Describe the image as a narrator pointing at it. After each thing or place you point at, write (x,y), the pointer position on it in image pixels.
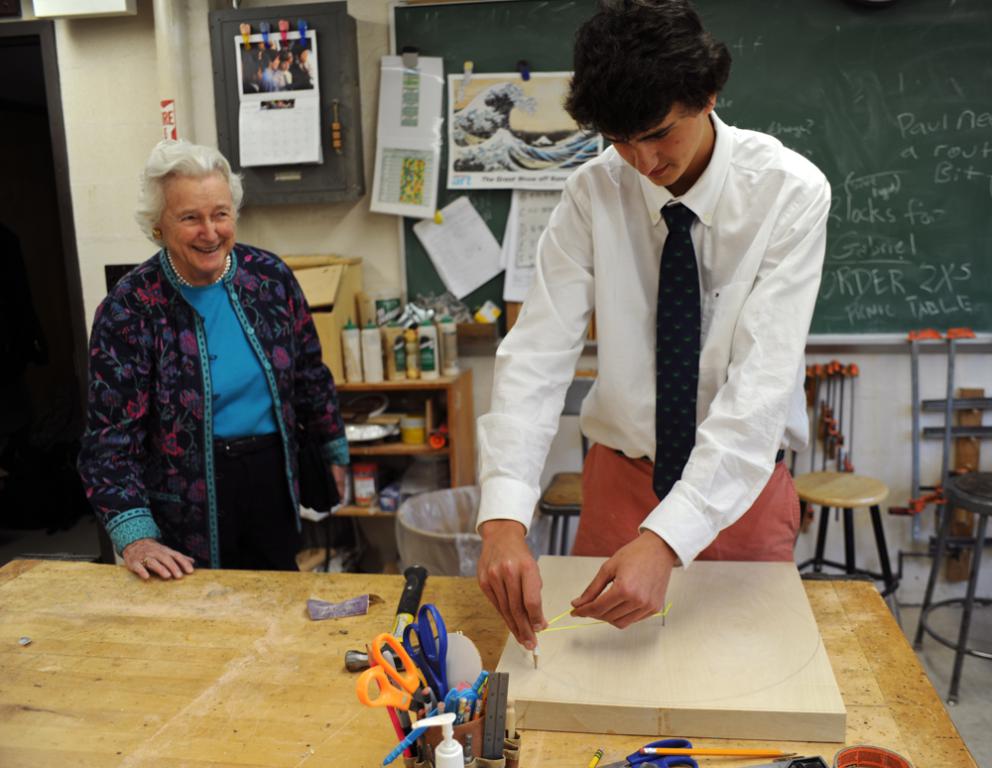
In this picture these two persons (708,390) standing. There is a table (297,636). On the table (295,654) we can see wood (638,681), pencils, scissors (388,694), hammer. On the background (140,90) we can see wall (111,88). There is poster (287,78) attached with clips (245,37). There is a board (571,39) attached with posters (501,143) and papers (475,233). There is a table (448,402). On the table (424,386) we can see bottles (429,356) and box (340,273). We can see chairs (872,481). This is floor (974,716).
